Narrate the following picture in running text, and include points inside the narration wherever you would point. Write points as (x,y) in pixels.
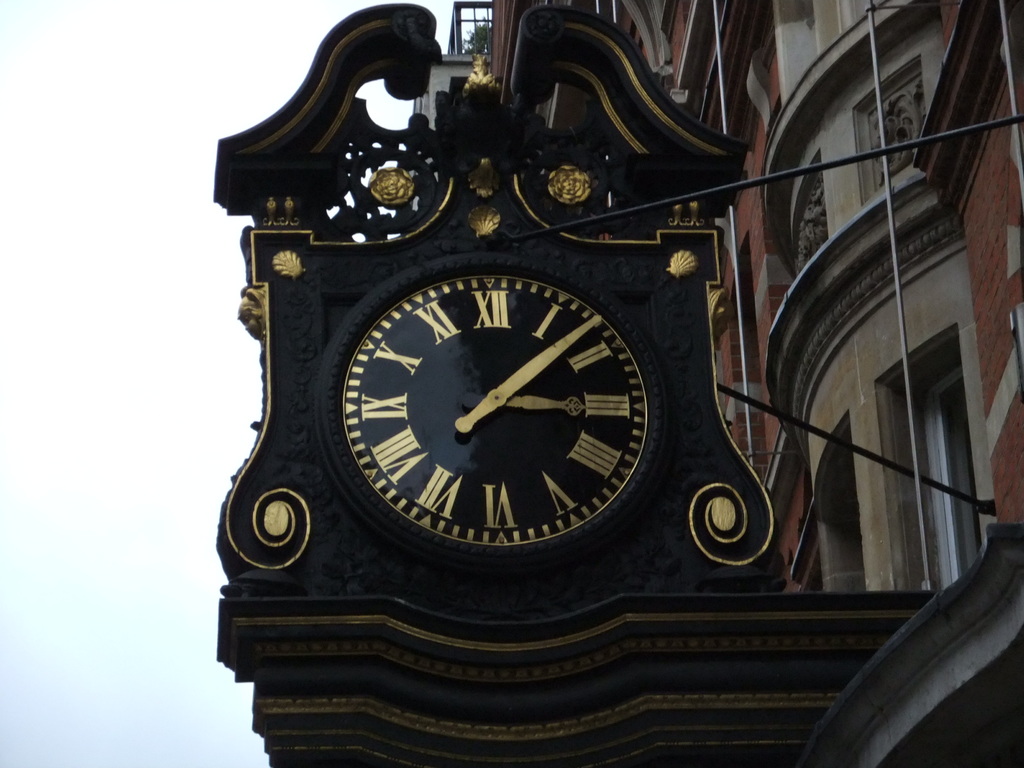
This is the picture of a building (924,294). In this image there is a clock (504,158) on the building (929,253) and at the top of the building (927,334) there is a plant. At the top (115,109) there is sky (68,85).
